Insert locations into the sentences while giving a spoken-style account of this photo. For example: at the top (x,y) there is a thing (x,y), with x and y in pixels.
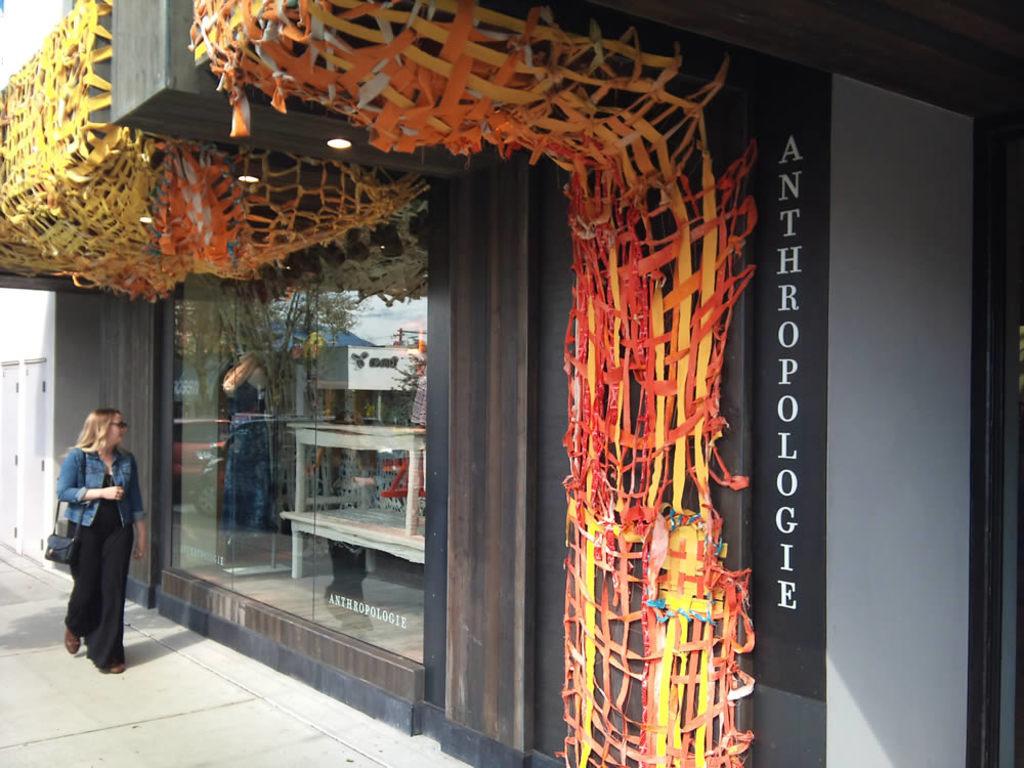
In this picture we can see a building (542,495) in the front (615,469), there is a woman (137,531) walking on the left side (100,537), we can see lights (250,176), ribbons (232,181) and a glass (183,408) in the middle (609,482), on the right side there is some text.
